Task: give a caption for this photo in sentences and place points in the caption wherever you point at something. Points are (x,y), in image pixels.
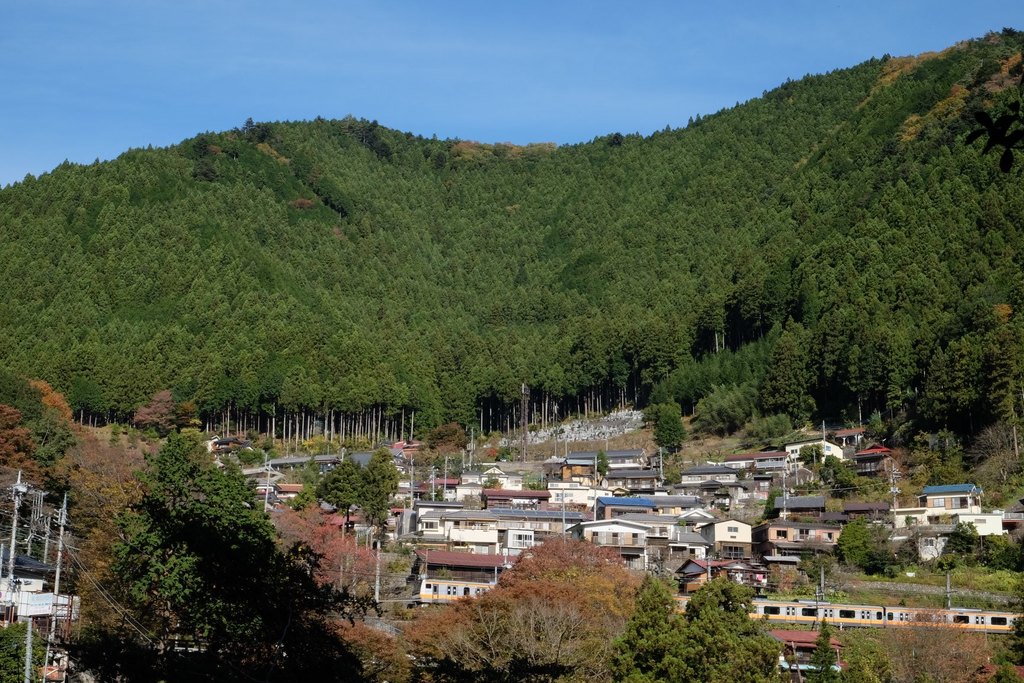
In this image I can see buildings (642,532). There are trees (108,565), hills (102,184), poles (28,658), cables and in the background (362,62) there is sky (756,15).
